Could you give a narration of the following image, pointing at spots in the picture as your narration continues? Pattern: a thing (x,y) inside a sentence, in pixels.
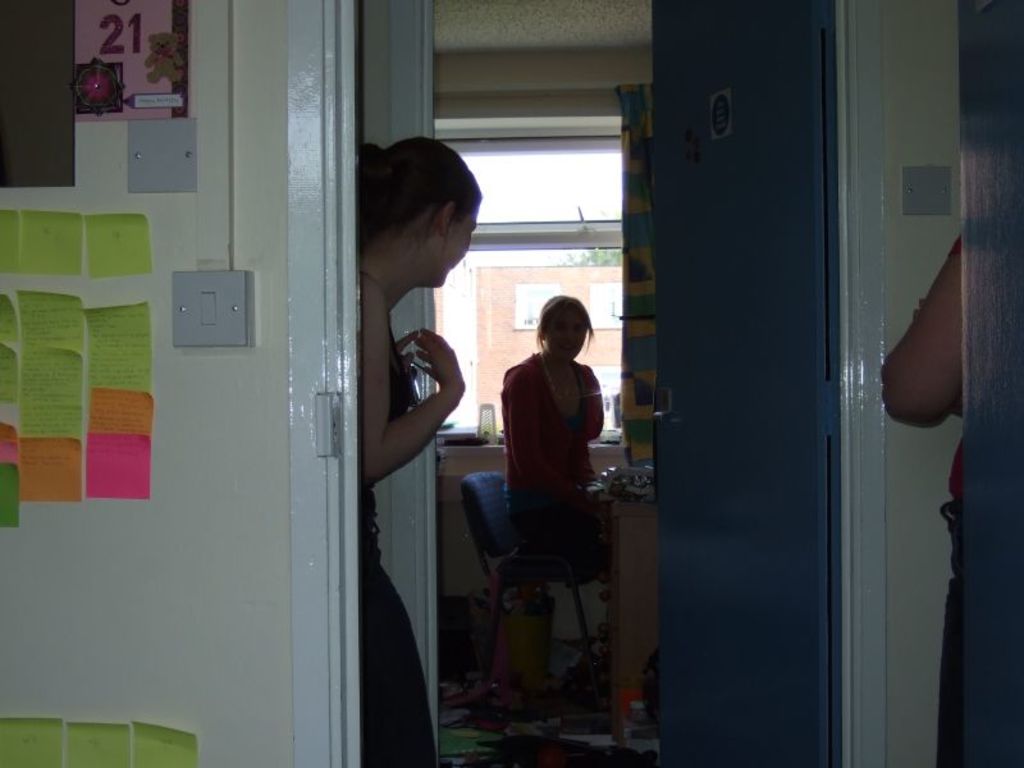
On the left side (127,245), there are posters (21,407) pasted on the wall (190,268). Beside this wall (181,255), there is a woman (399,151) standing. On the right side (961,675), there is a person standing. Beside this person (961,656), there is a door (676,349). In the background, there is a woman (581,433). Beside her, there is a table (646,533) on which, there are some objects (637,478), there is a window (493,311) and there are other objects (498,692).
